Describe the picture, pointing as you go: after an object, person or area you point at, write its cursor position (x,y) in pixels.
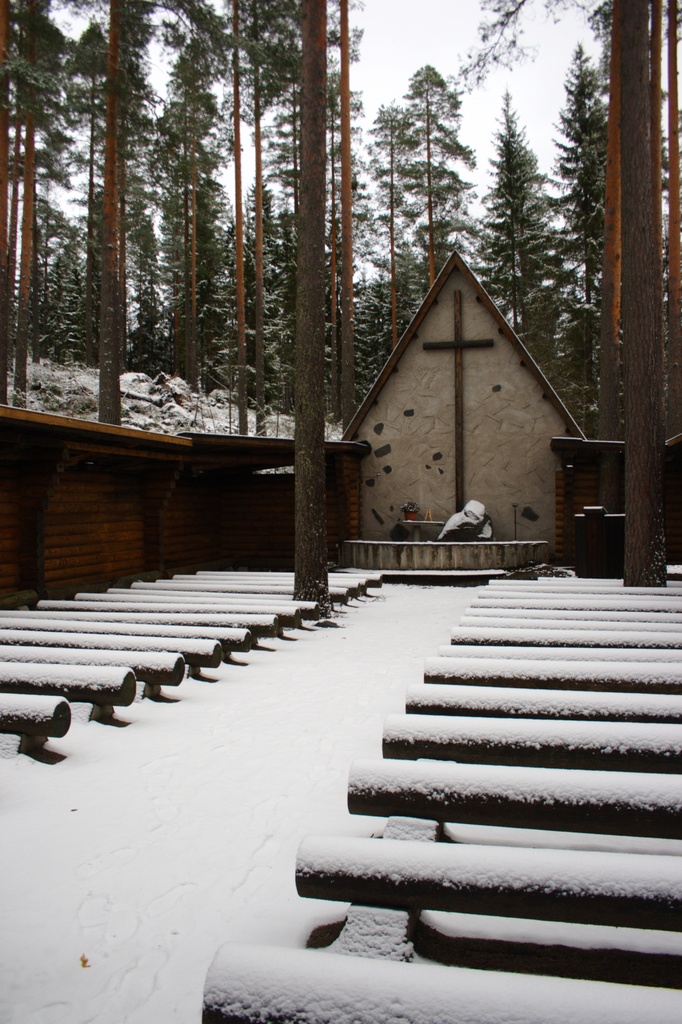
In this image in the center (387,491) there is one house (392,444) and some benches (212,573), poles (635,345) and in the background (384,291) there are some trees (381,326). At the bottom (247,789) there is snow (268,880) and in the center (454,357) there is one cross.
